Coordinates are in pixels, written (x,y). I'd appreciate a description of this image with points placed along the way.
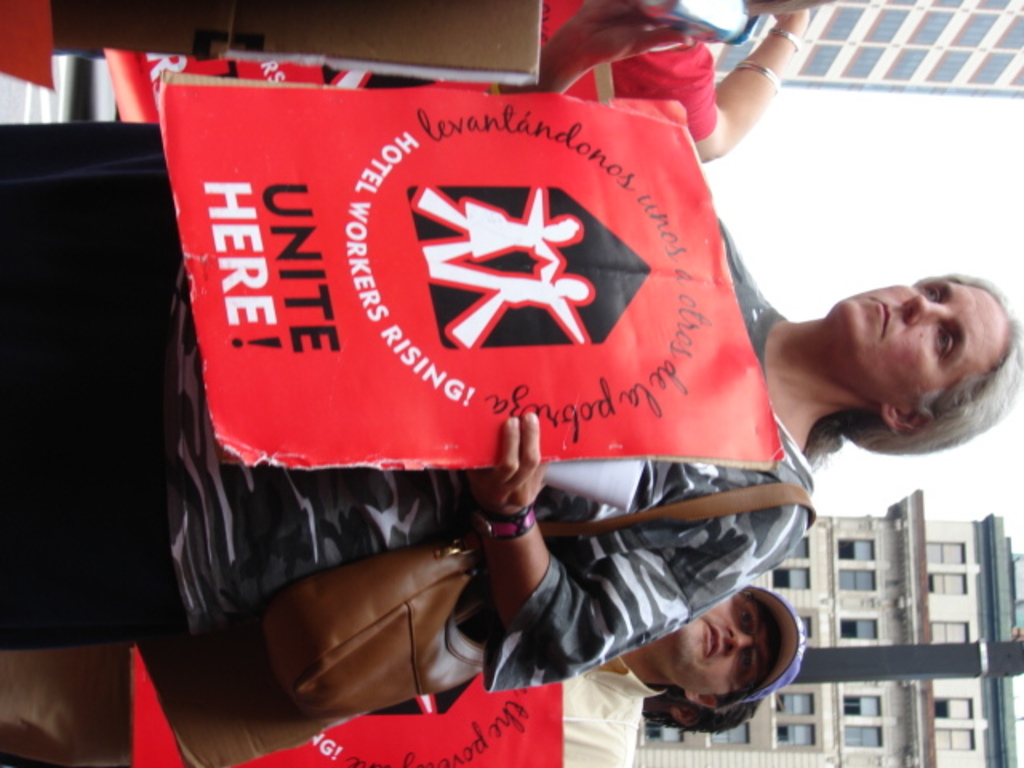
This image consists of some persons (72,167). They are holding some boards (278,440). There are buildings (888,610) at the bottom (834,685) and top.
